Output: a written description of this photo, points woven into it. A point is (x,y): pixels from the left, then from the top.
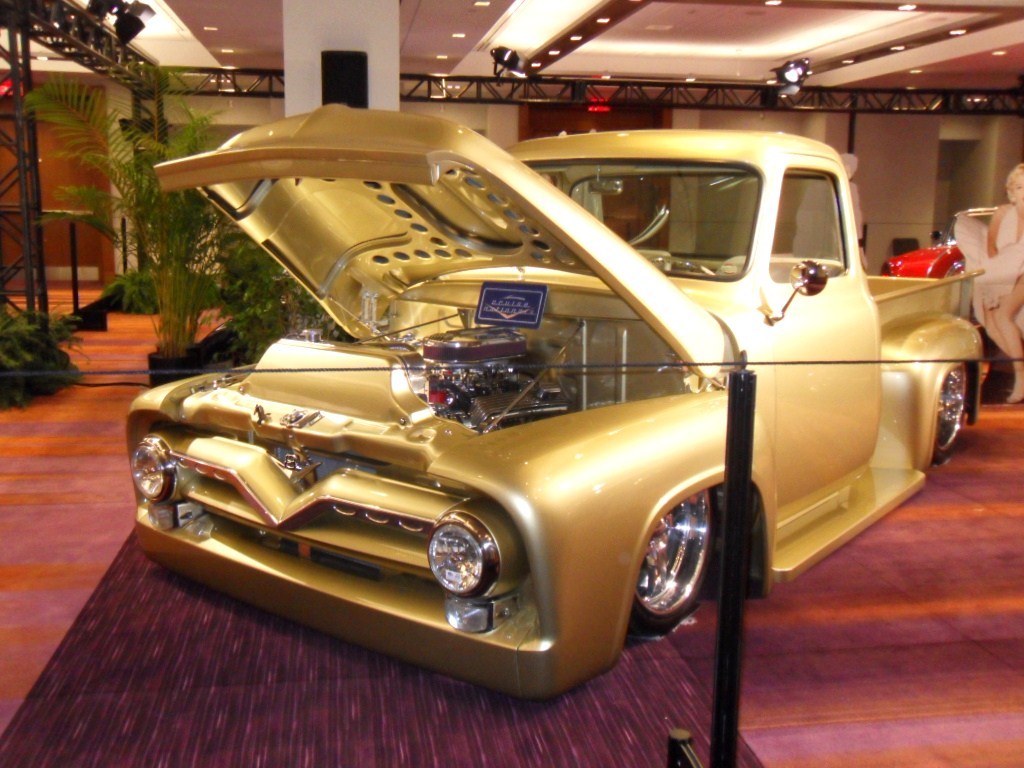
In this picture I can see a vehicle (458,365) in front (278,126) and I can see a black color pole (738,402) on which there is wire (547,362). In the background (254,327) I can see the rods (69,34) and few plants (186,235) on the left (140,168). On the top of this picture (517,14) I can see the lights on the ceiling (599,8).
